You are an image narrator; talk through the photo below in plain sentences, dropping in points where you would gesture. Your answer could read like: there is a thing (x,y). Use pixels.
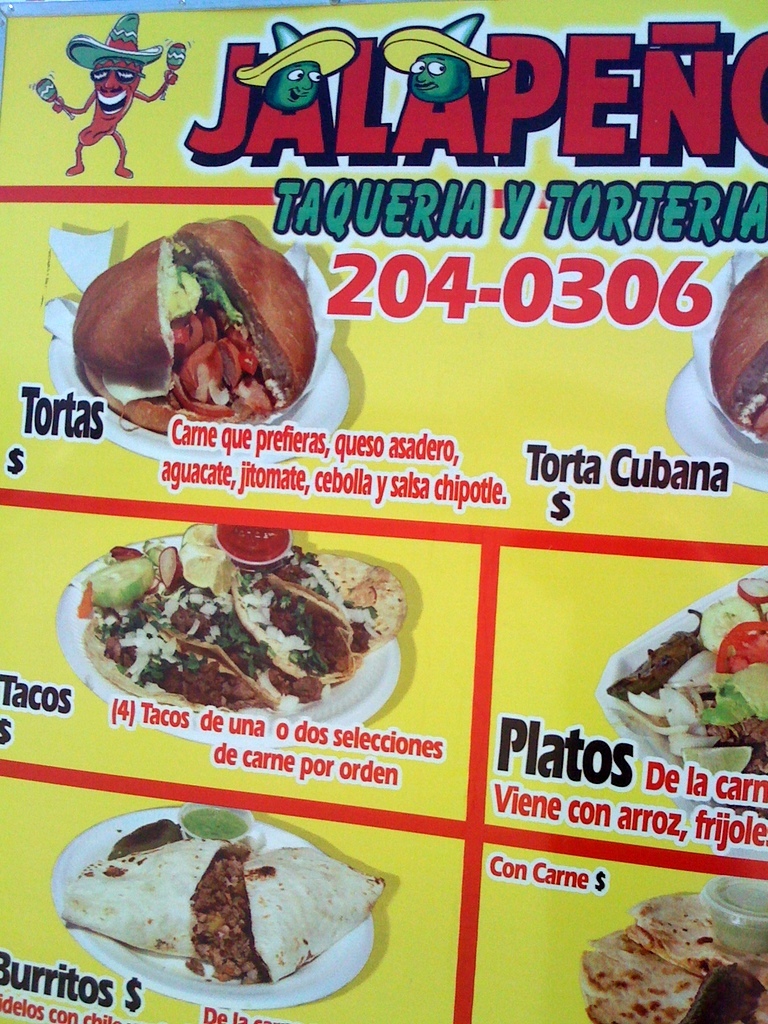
In the center of the image (469,673) we can see one poster (331,477). On the poster (538,931), we can see some food items (306,558) and some text (568,874).
